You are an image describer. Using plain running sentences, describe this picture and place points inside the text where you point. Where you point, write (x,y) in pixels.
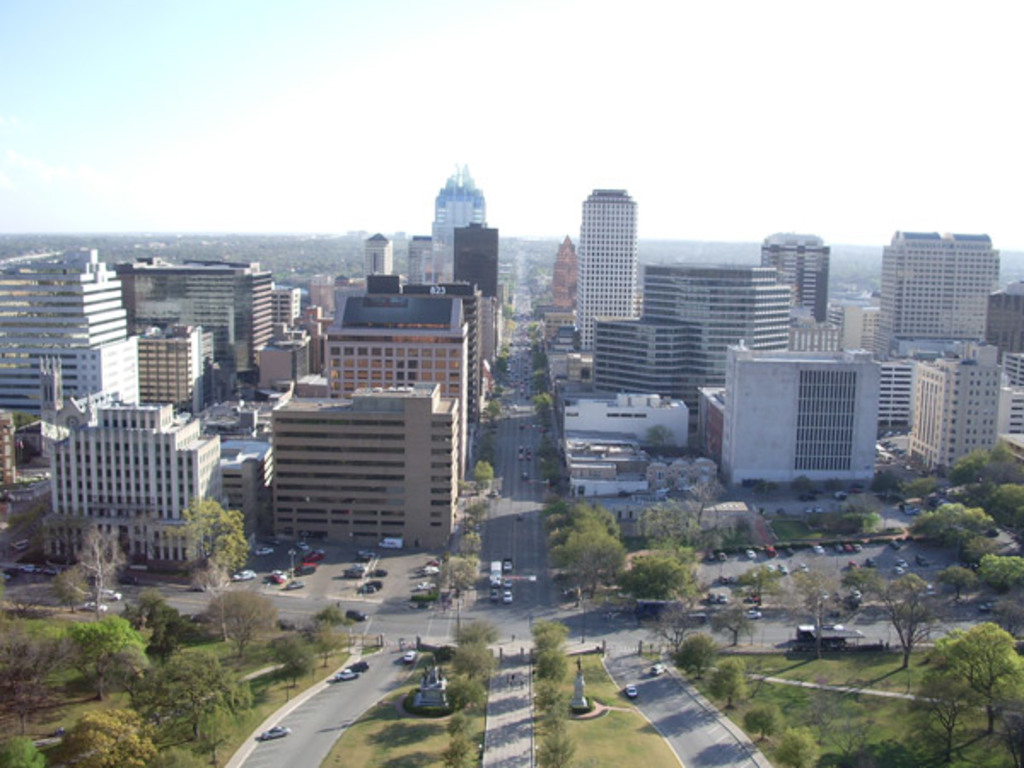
In this image there are vehicles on the road (603,624). There are statues (578,700) on the grassland (625,699) have trees (557,684). Background (76,488) there are buildings (412,410) and trees (681,570). Top of the image (532,107) there is sky (367,81).
